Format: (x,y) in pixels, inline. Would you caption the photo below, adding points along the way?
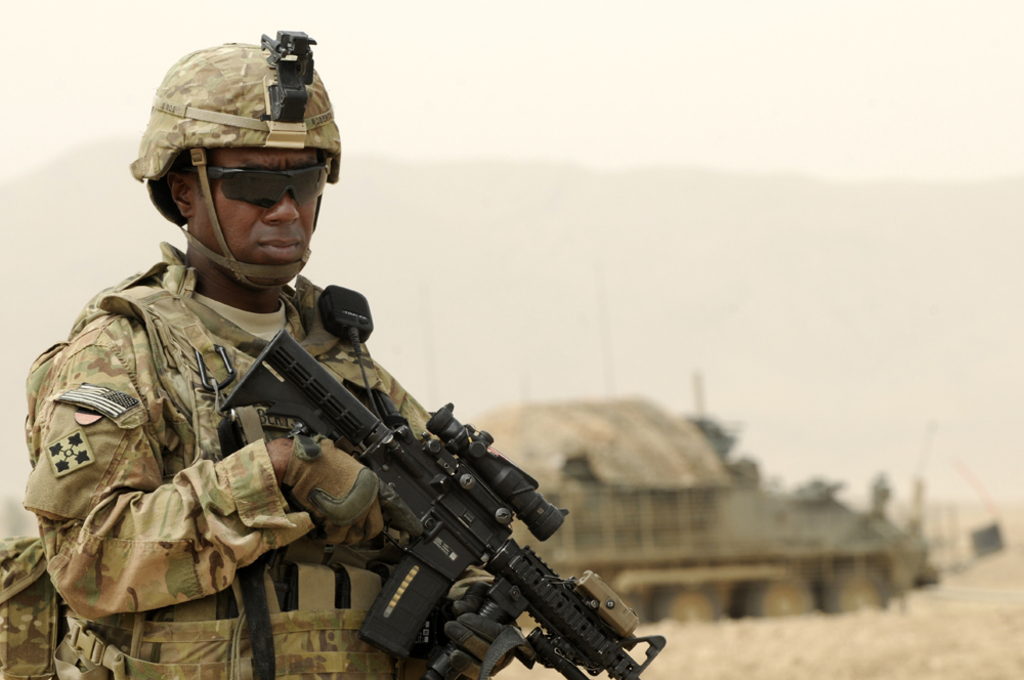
In this image we can see a man (257,243) wearing goggles (272,203) and holding a rifle (511,555). In the background (598,535), we can see an armored vehicle (685,514) and the hill (750,398).
